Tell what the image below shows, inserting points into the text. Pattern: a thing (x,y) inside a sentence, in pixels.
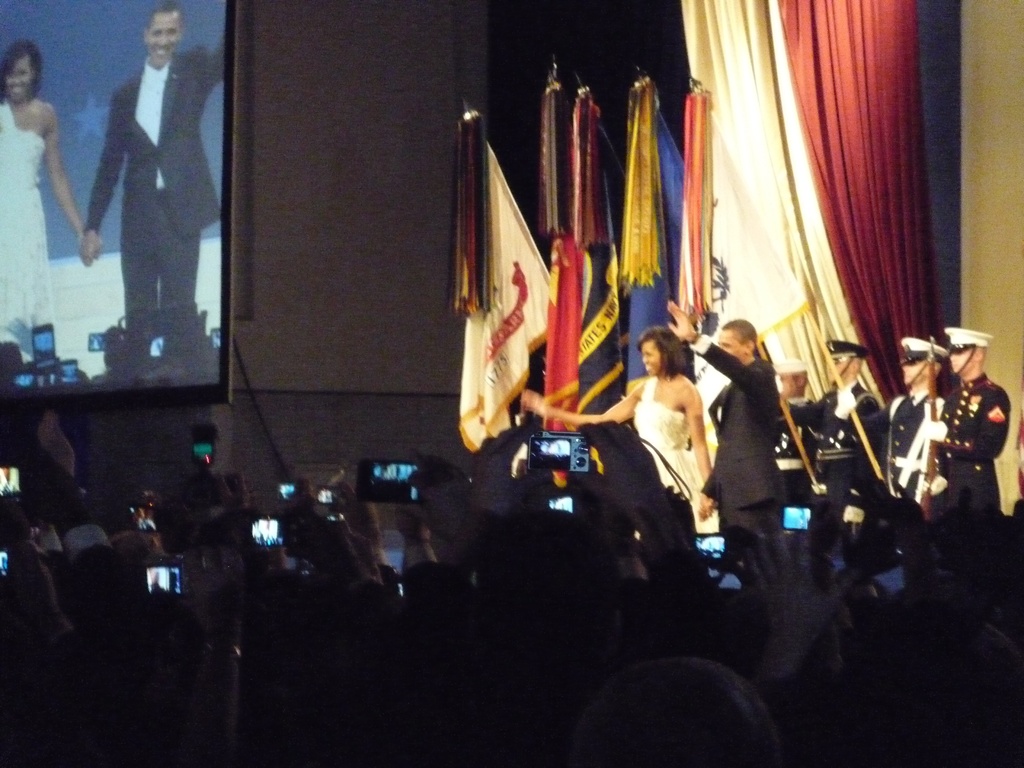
In this image we can see many people (624,440). Some are wearing caps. Some are holding cameras (559,500). Also there are flags (604,228) and curtains (812,228). And there is a screen (167,229).
